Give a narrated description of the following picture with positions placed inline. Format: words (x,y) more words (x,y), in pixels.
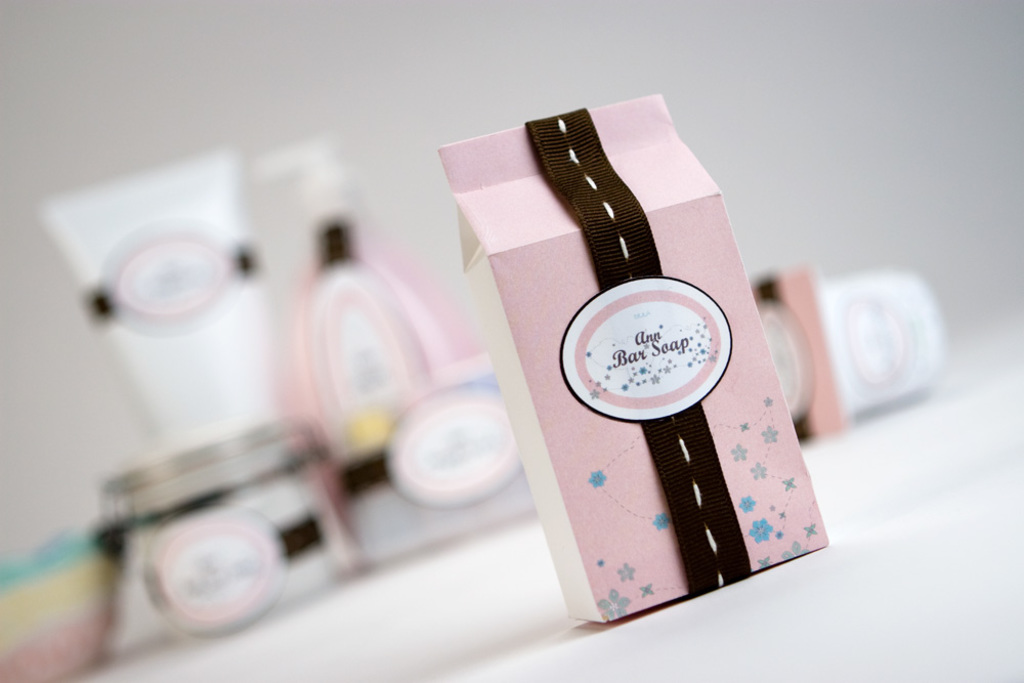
In this image we can see a box (570,440) on a platform (296,656). There is a white background (646,9). Here can see boxes (262,470), tube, and bottles (367,286).
